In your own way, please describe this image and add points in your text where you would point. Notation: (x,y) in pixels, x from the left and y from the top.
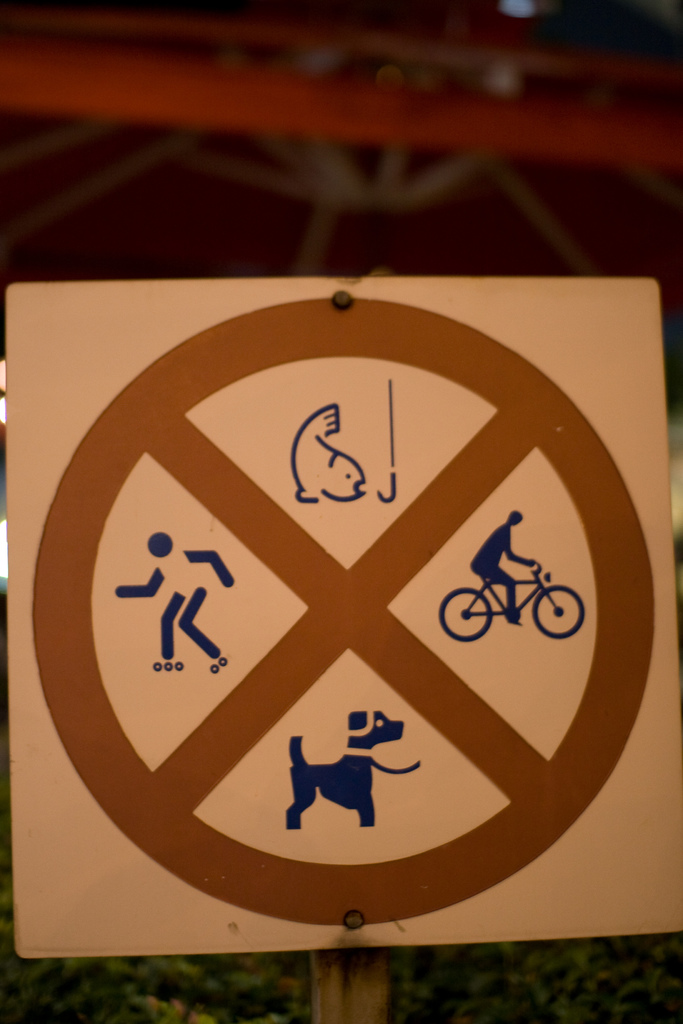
This picture consists of sign board (356,438) on which two animal images (342,787) and person images (518,580) and a bicycle (565,588).
